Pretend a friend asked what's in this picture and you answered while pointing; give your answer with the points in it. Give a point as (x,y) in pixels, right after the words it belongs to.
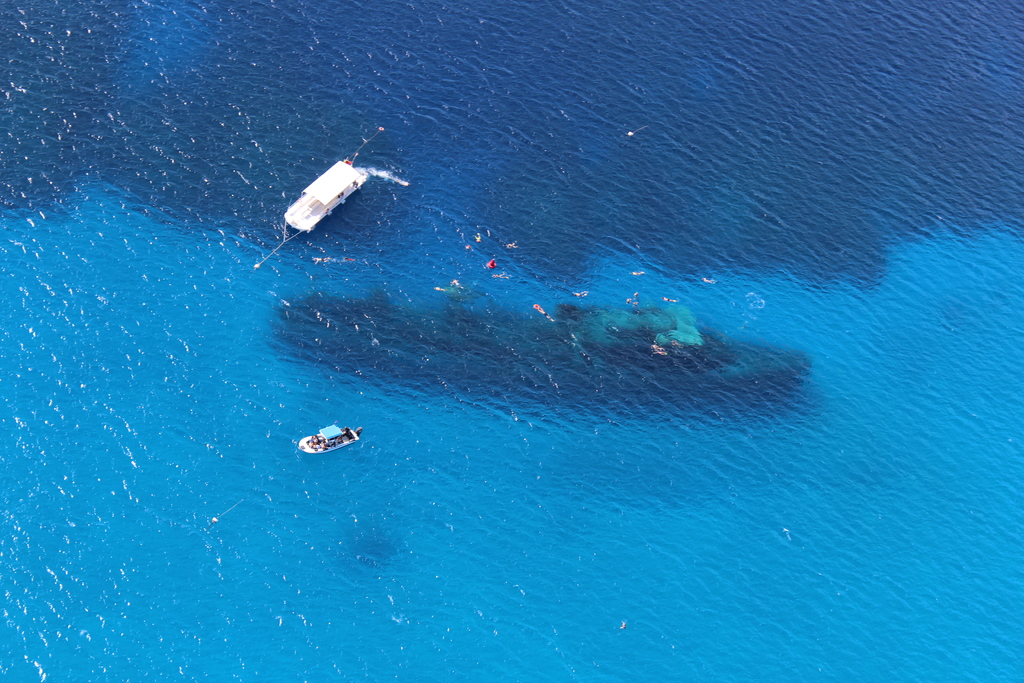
This image consists of an ocean (253,382). In which we can see two boats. And a shipwreck (475,377) under the water (491,358).
